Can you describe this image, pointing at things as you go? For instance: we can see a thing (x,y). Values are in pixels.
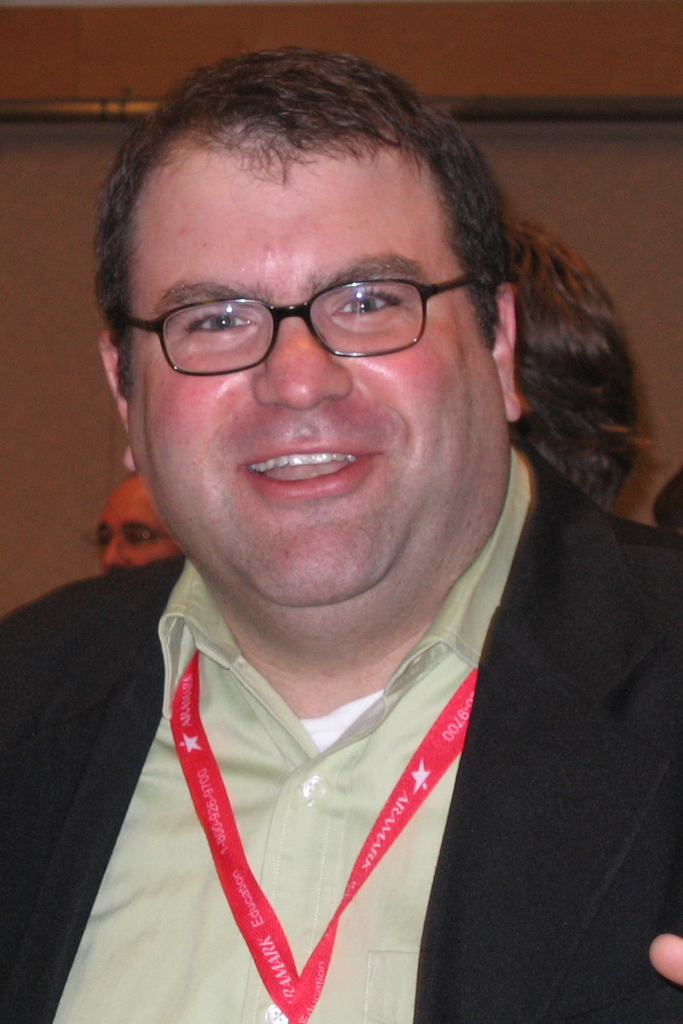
Here we can see a man (322,330). He is smiling and he has spectacles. In the background (573,188) we can see few persons (589,299) and wall (638,466).
